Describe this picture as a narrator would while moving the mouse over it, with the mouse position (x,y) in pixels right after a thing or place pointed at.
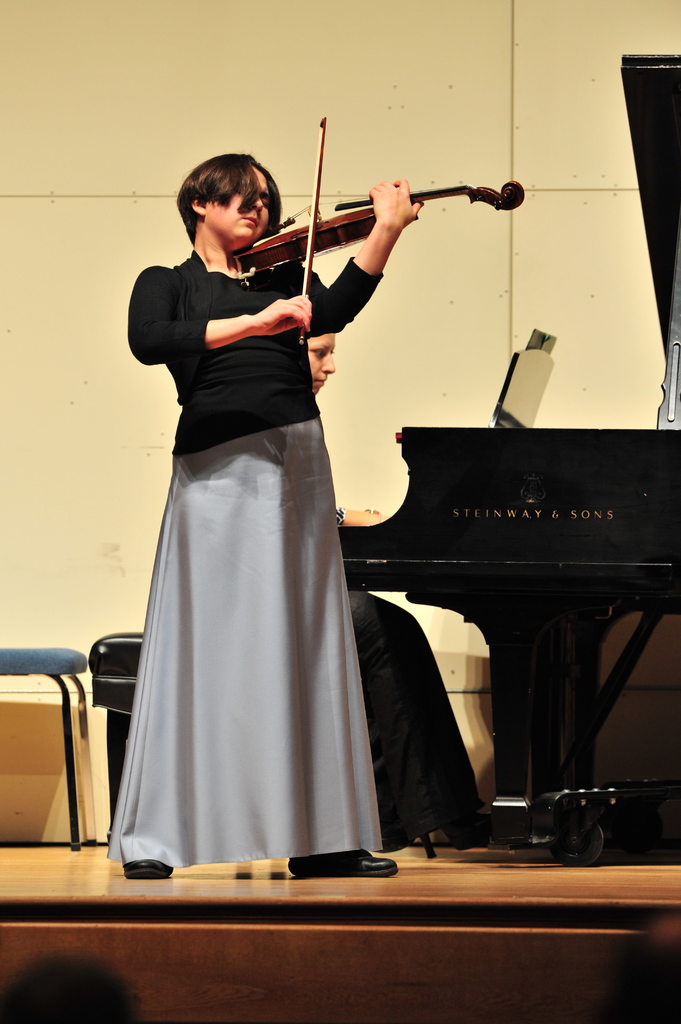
There is a woman (246,486) wearing black top (343,287) and grey skirt (259,479) is standing and playing violin (294,236) which is in her hand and there is another person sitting behind her is playing piano (422,475).
